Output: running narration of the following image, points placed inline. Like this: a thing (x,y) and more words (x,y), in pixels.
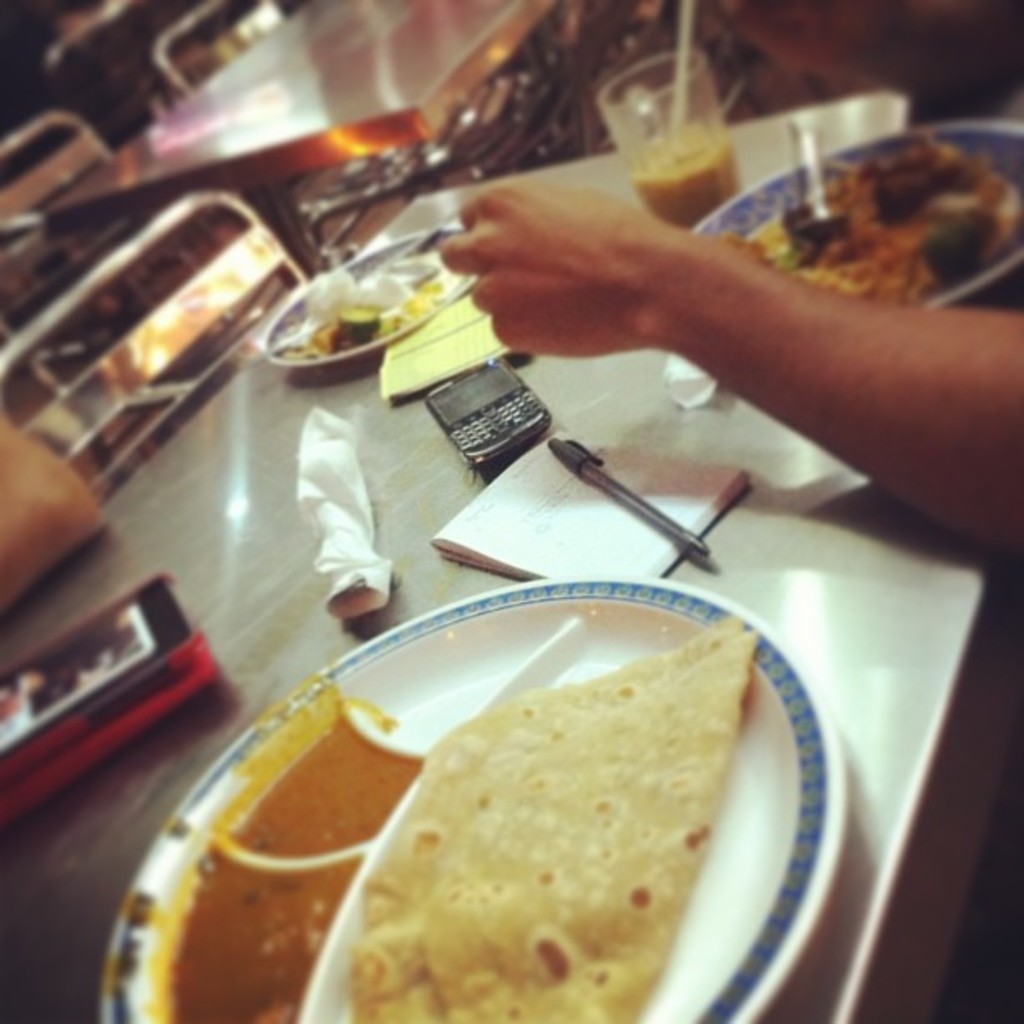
In this image I can see few tables (333,22), few chairs (306,215), hand (498,187) of a person (522,238), a notebook (559,471), a pen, a phone (488,456), a glass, few plates (466,695), few tissue papers (331,411) and different types of food (432,289). I can also see an object (105,621) over here.
